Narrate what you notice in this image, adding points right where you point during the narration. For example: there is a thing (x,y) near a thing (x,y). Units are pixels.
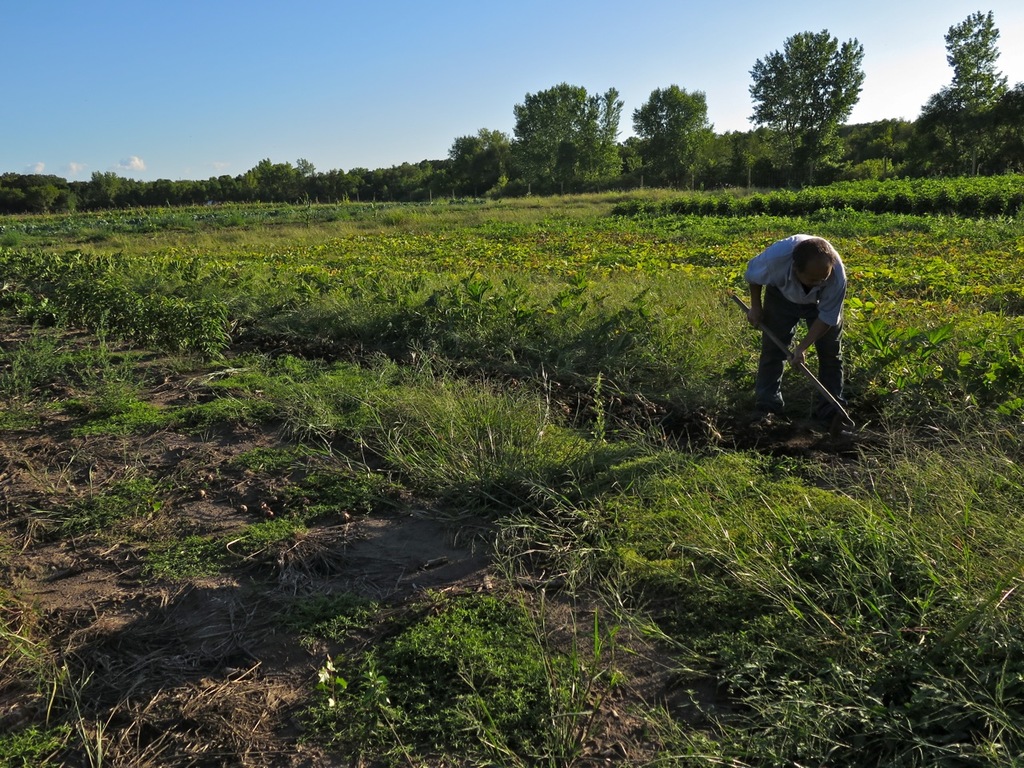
In this image I see a man (830,361) over here who is holding a thing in his hands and I see plants (429,366) and mud (322,520) over here. In the background (241,150) I see the trees (890,153) and the sky (407,48).
